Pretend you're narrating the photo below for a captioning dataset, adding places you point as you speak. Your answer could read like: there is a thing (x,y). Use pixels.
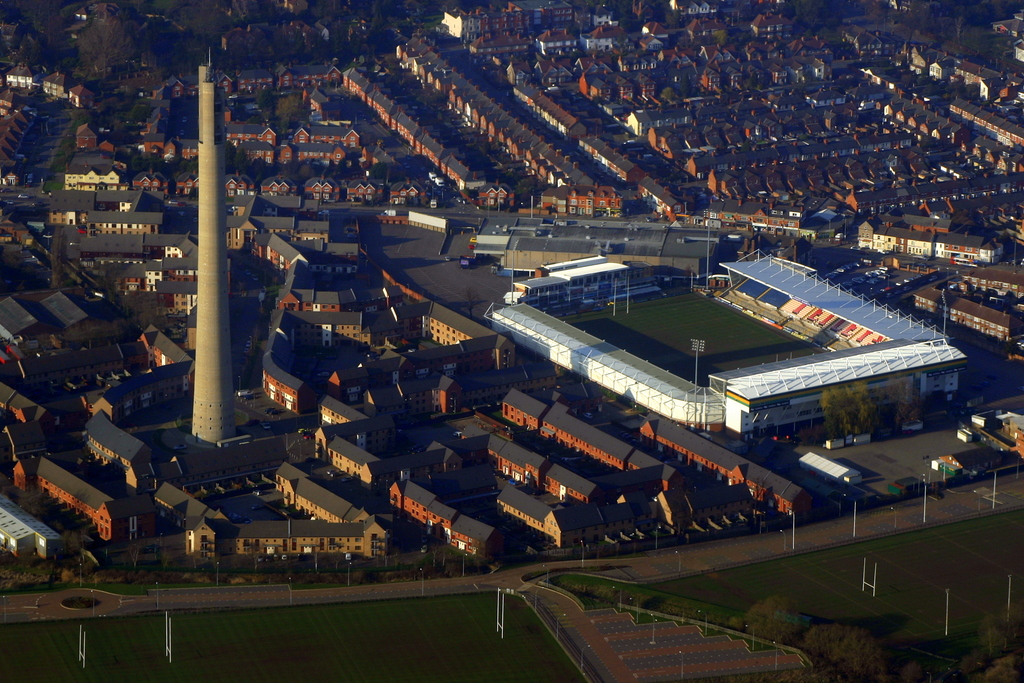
This is a top view image of a city (673,193), in this image we can see buildings (366,84), a tower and a rugby stadium (664,389).
